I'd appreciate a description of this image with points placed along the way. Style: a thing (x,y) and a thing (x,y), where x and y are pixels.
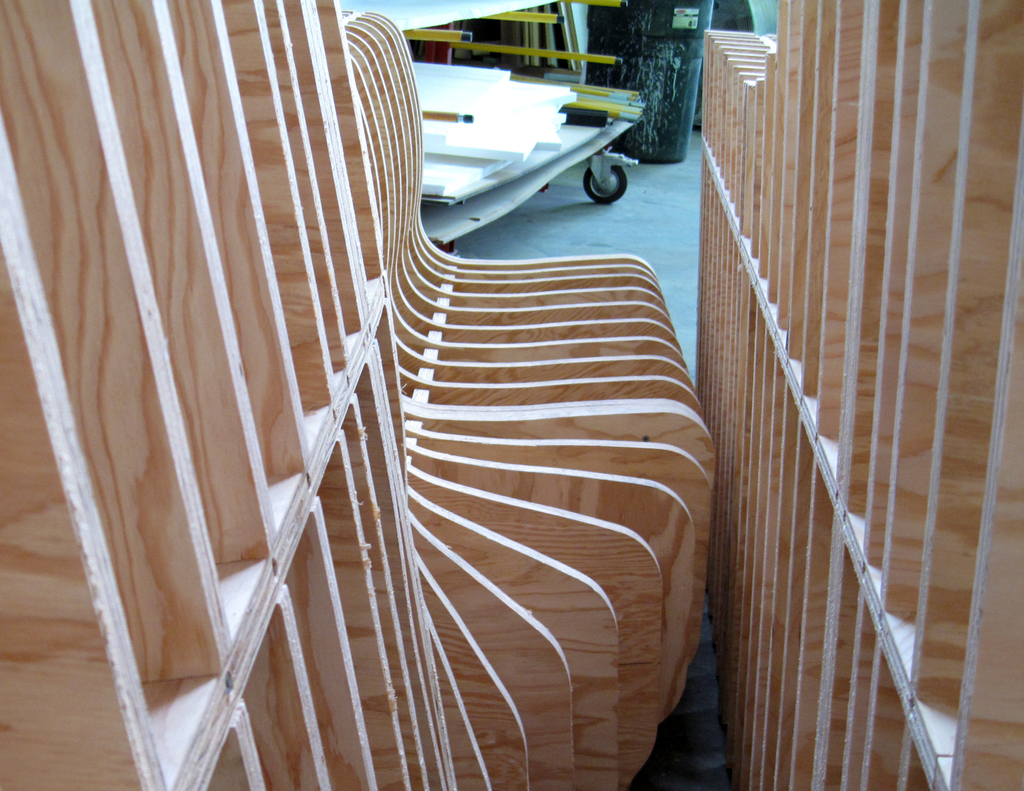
In this image we can see a wooden rack (622,398), there is a trolley (607,129) and metal rods (541,49) in it, beside there is some object (608,42) on the ground (588,221).
